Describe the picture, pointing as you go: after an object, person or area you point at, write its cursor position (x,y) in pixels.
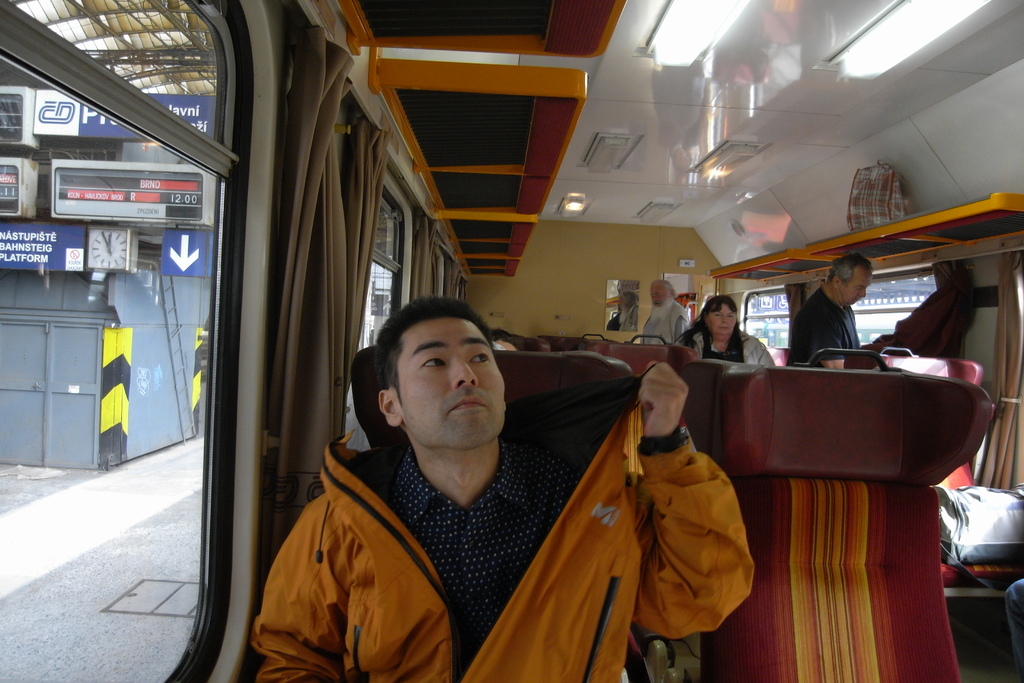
In this picture we can see few people (436,412), curtains (935,278) and lights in the train (711,281), on the left side of the image (195,238) we can see hoardings (181,184) and metal rods (187,54).
